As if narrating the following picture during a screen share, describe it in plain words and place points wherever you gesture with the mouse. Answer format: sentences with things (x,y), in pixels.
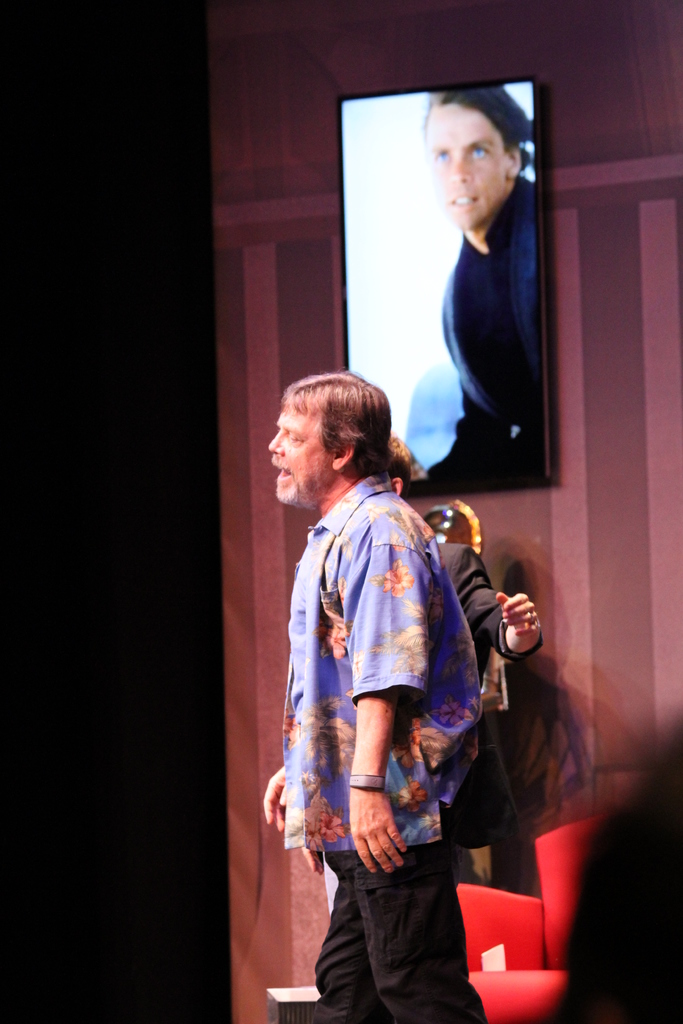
In this picture, we see a man (366,579) in the blue shirt (322,673) is standing. I think he is talking. Beside him, we see a man (464,595) in the black blazer (466,605) is standing. At the bottom (469,934), we see a table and chairs (508,947) or the objects (513,949) in red color. In the background (590,558), we see a brown wall (590,535) on which a photo frame (513,196) of a man (503,170) is placed. On the left side (101,532), it is black in color.
